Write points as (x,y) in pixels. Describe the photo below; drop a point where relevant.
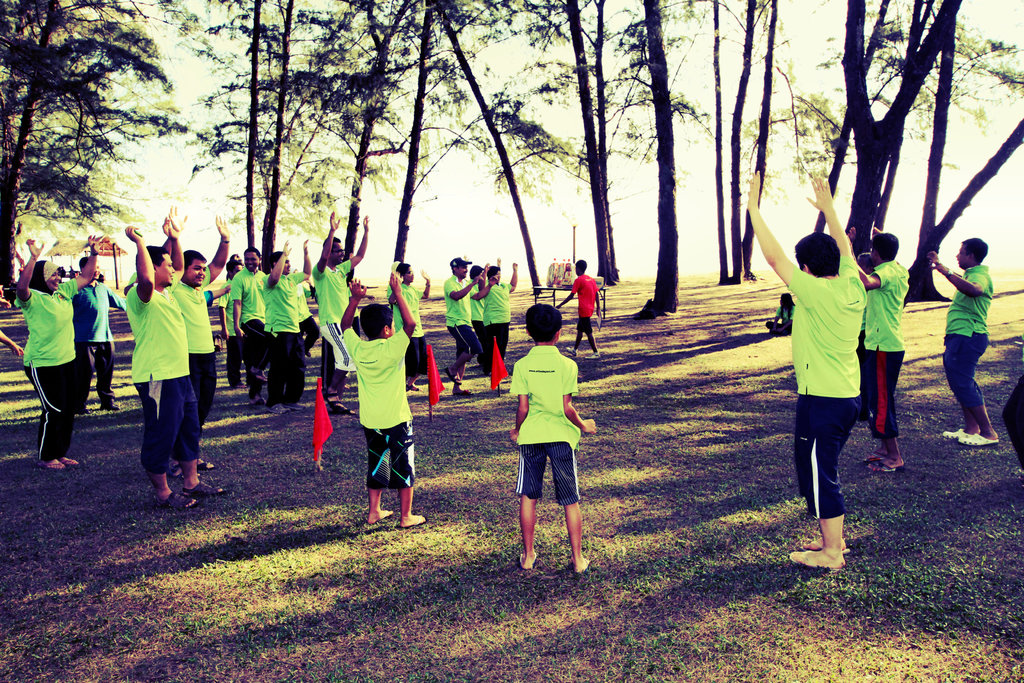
This picture is clicked outside. In the foreground (964,359) we can see the group of people (819,336) wearing t-shirts (160,295), standing and lifting their hands (486,264). In the foreground (557,391) there is a kid (549,352) wearing t-shirt (543,377) and standing on the ground (597,466) and we can see the flags (439,375). On the right (789,309) there is a person (776,323) seems to be sitting on the ground (780,343) and a person (594,285) seems to be holding an object (599,322) and walking on the ground (620,345). In the background (419,55) we can see the trees (427,72), a table (548,288) with some objects (564,264) and a tent (111,245).
